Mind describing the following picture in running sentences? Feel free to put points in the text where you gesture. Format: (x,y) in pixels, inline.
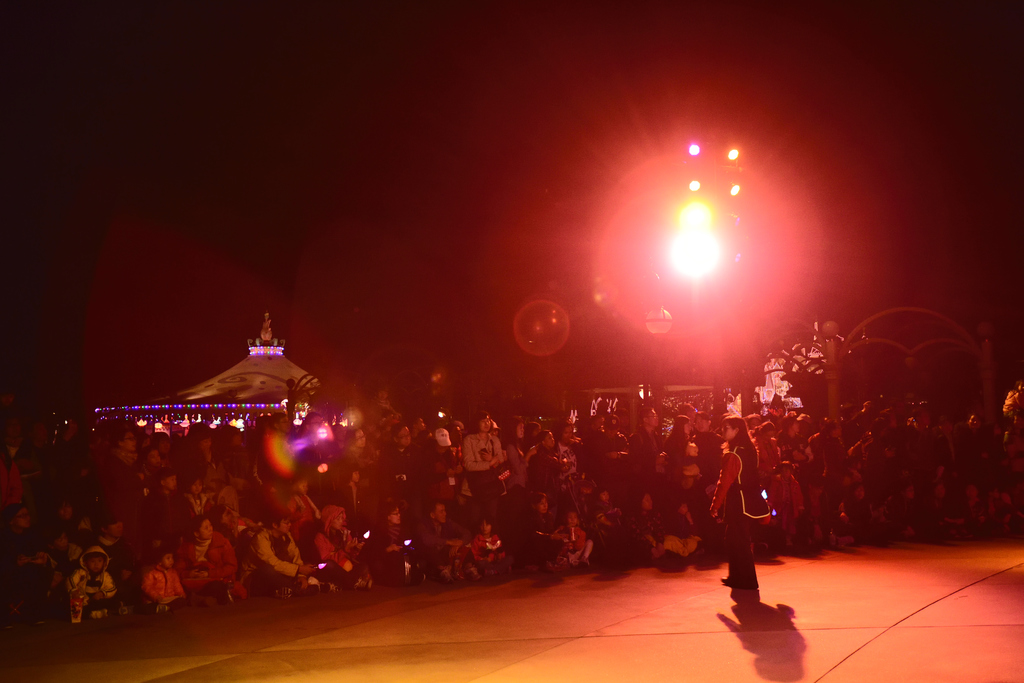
In this picture, on the right side (758,496), we can see a woman (723,447) standing on the floor (734,664). In the background (315,426), we can see group of people (597,482), few people (442,513) are sitting and few people (515,452) are standing, we can also see some towers (299,379) and lights (283,349).
